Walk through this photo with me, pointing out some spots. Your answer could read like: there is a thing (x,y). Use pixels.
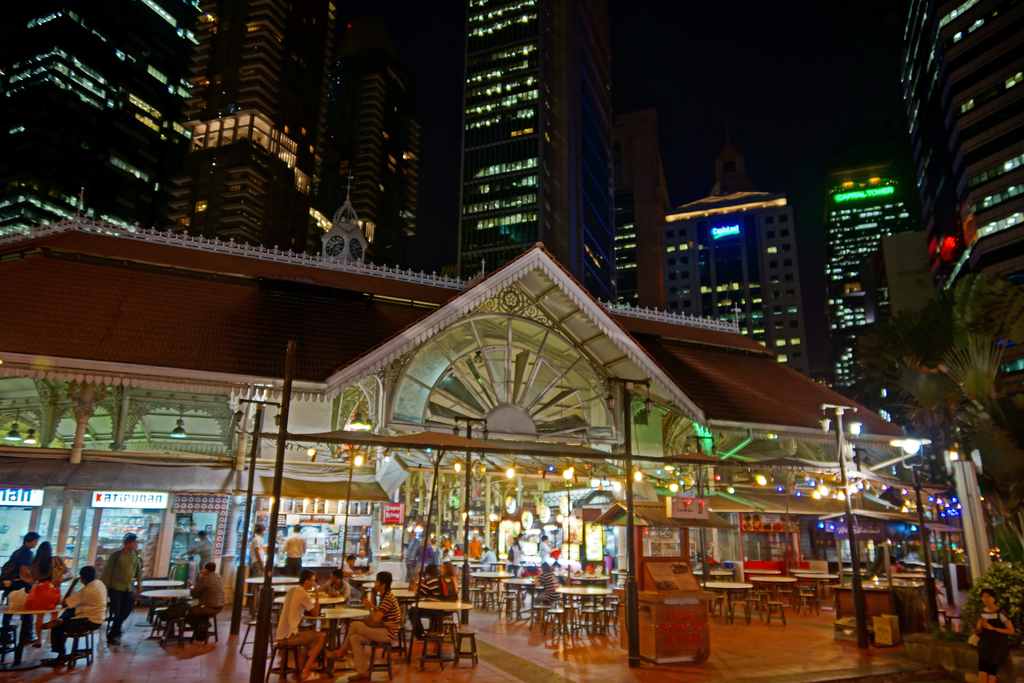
Buildings (197,184) with windows (493,83). In-front of this store (225,432) there are lights (756,479), table (756,582), boards (30,496), light poles (912,446) and people (407,556). This is tree (972,411).
